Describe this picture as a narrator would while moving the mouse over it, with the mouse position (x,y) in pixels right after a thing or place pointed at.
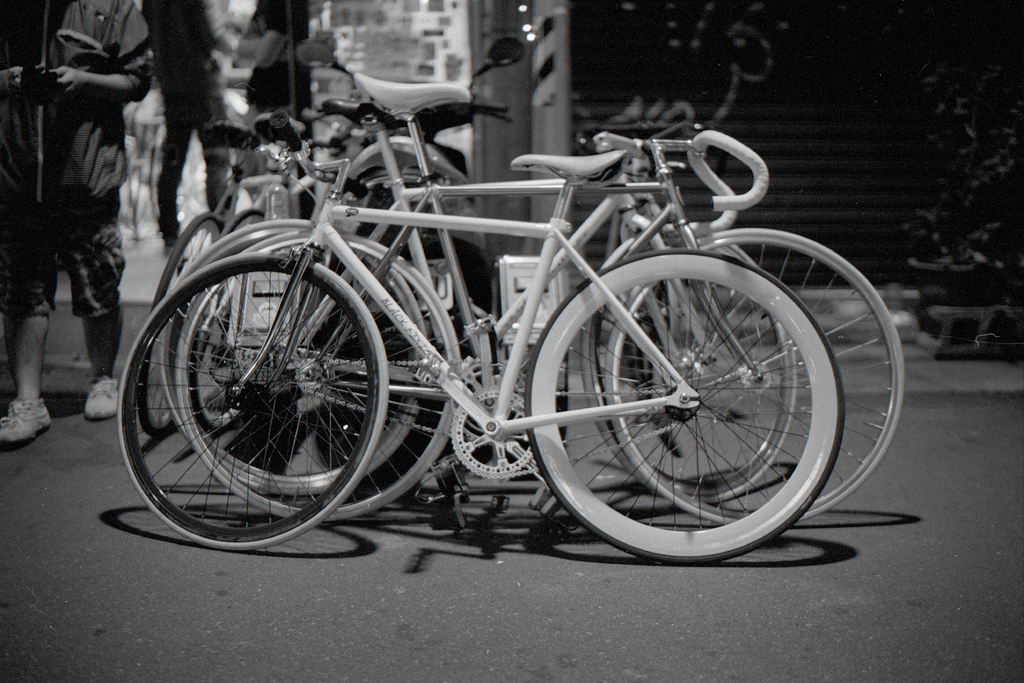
This is a black and white picture. In the middle of the picture (660,293), we see the bicycles (543,190). Beside that, we see a bike (404,149). At the bottom (461,627), we see the road (461,627). On the left side (106,3), we see three people (189,106) are standing. On the right side (932,212), we see a plant pot (962,226). Behind that, we see a rolling shutter (804,133). In the background (455,29), we see the buildings (441,9).
